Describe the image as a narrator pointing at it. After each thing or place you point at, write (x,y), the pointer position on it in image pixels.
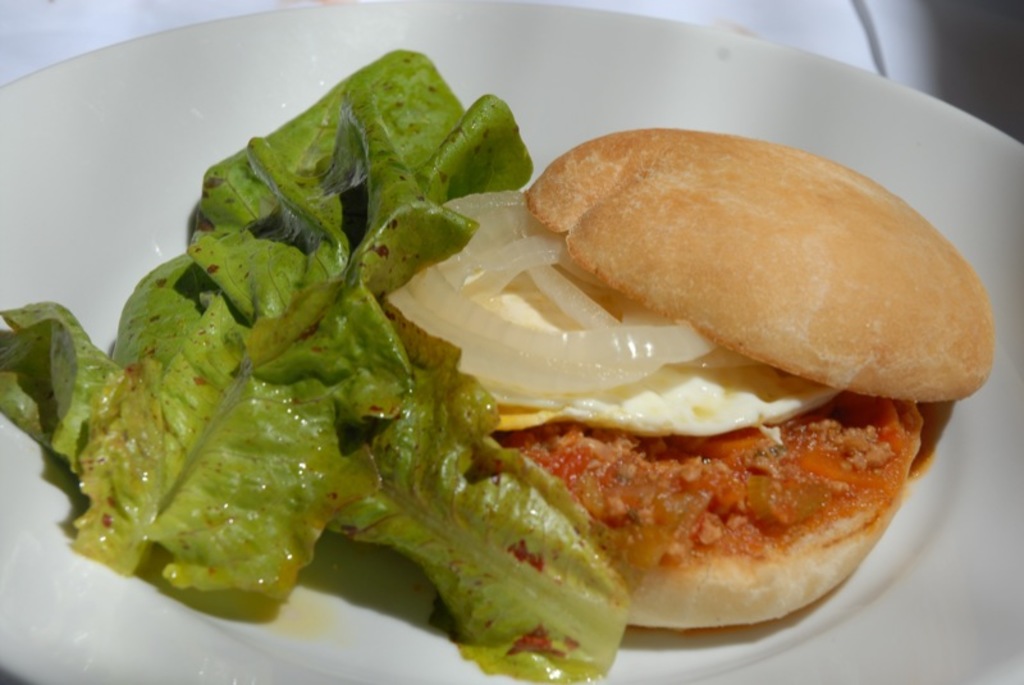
In this image we can see a food item (563,350) on the plate (424,659), there is a leaf (215,184).
